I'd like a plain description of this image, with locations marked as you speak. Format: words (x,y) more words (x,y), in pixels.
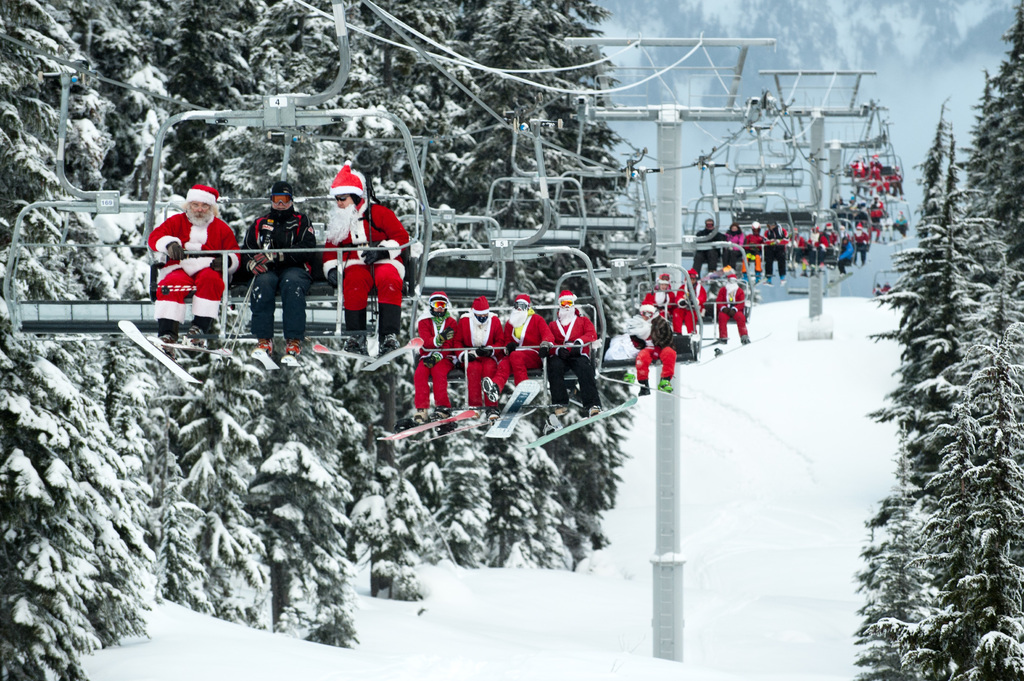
This image consists of many people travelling in the rope way (835,249). They are sitting in the carts (459,280). And most of them are wearing costume (738,317) of santa claus (569,306). In the background (976,508), we can see many trees (218,128). At the bottom (440,665), there is snow (651,532). In the middle (670,454), there are pillars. At the top (885,34), there are clouds (920,86) in the sky (915,71).
